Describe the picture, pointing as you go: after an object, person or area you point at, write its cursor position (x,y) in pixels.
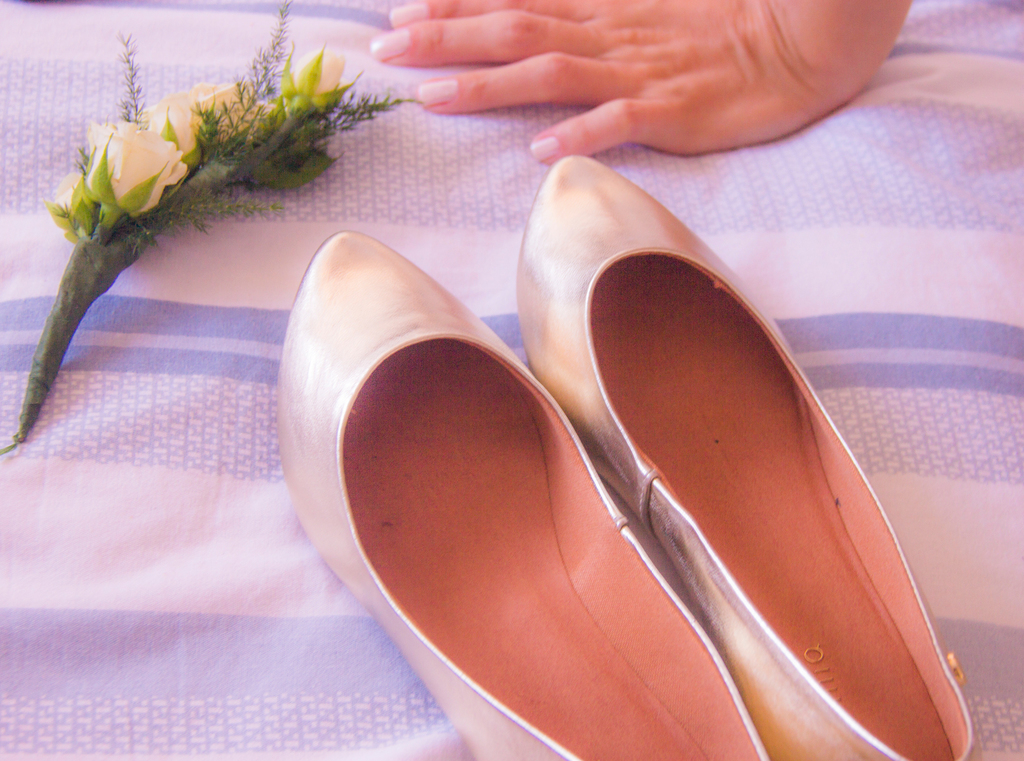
In this image, we can see some cloth (405,746) with a pair of footwear (860,752), flowers (282,158) and the hand (489,78) of a person (445,19).
